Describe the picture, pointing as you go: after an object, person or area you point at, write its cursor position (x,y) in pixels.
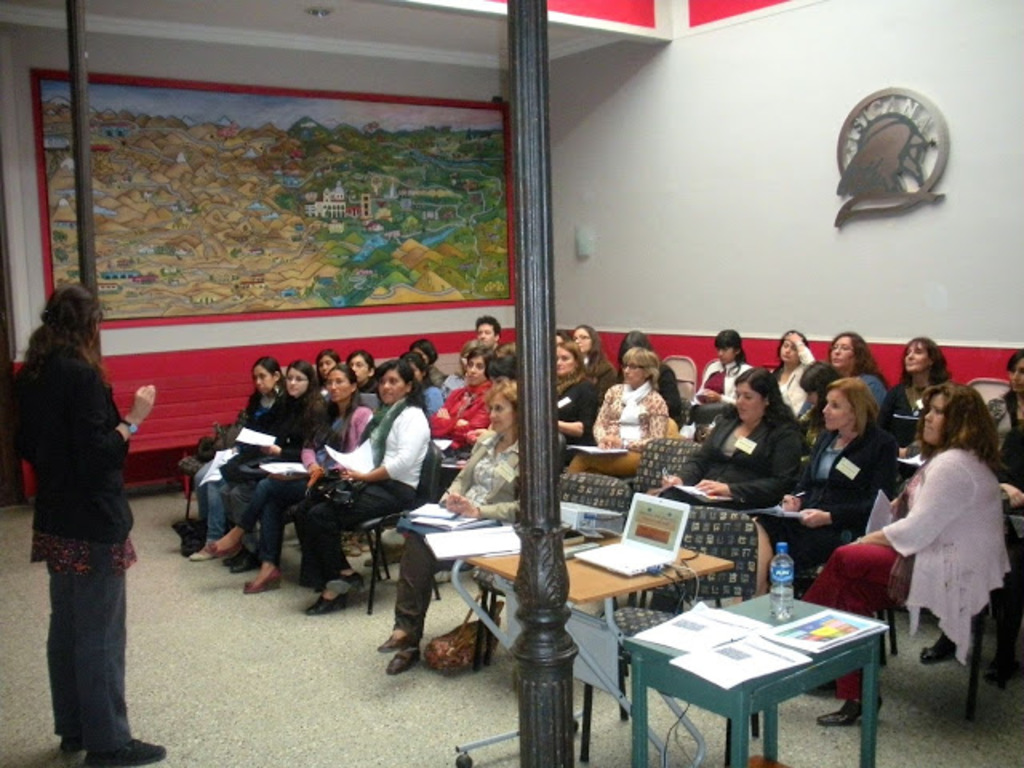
In this image there are group of people (644,350) sitting in chair (683,356) and on table (595,630) there are laptop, papers (767,629), water bottle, at the back ground (394,304) there is a wall poster (353,158), a frame (893,190) attached to wall (866,230), bench (241,373), a woman (100,688) standing near all people (257,375), light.
